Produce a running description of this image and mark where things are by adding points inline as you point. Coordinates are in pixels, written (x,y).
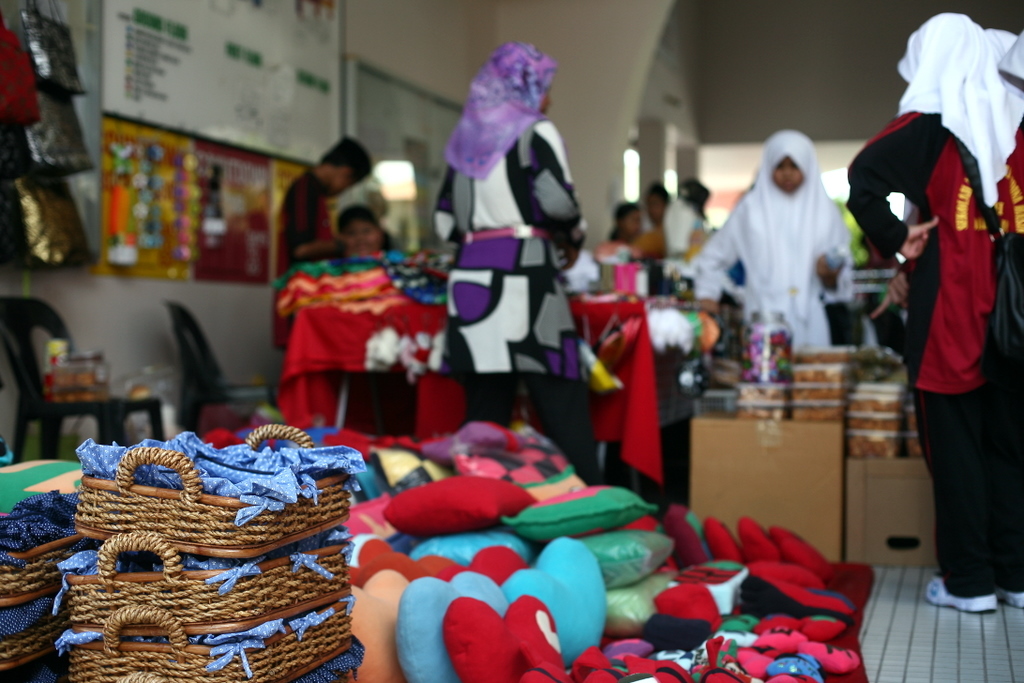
In this image I can see few wooden boxes (215,551) with blue colored clothes (242,501) in them, few pillows (431,663) and few persons (475,211) standing. I can see the wall (408,70), few boards (204,71) attached to the wall (112,379), few chairs (67,414), few objects (95,389) on the chairs (191,387), few cardboard boxes (768,463) and few other objects (607,343).
